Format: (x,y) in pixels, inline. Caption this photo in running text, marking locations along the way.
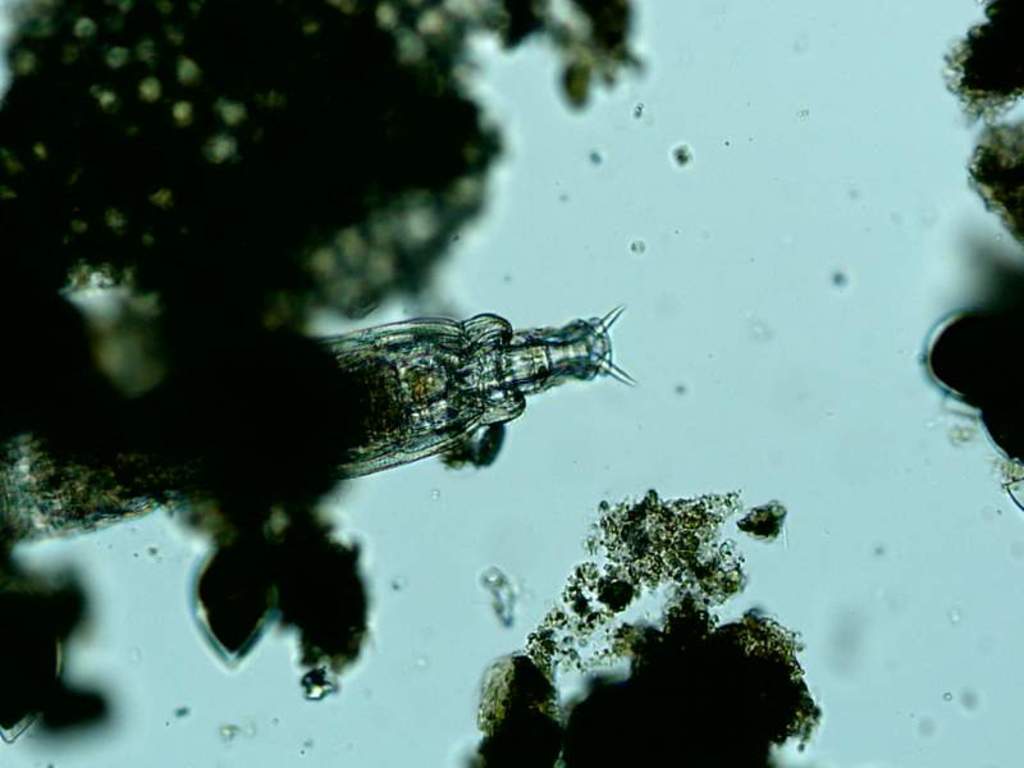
In this image there is a insect (445,390) and fungus (122,265) on the water (723,392).
